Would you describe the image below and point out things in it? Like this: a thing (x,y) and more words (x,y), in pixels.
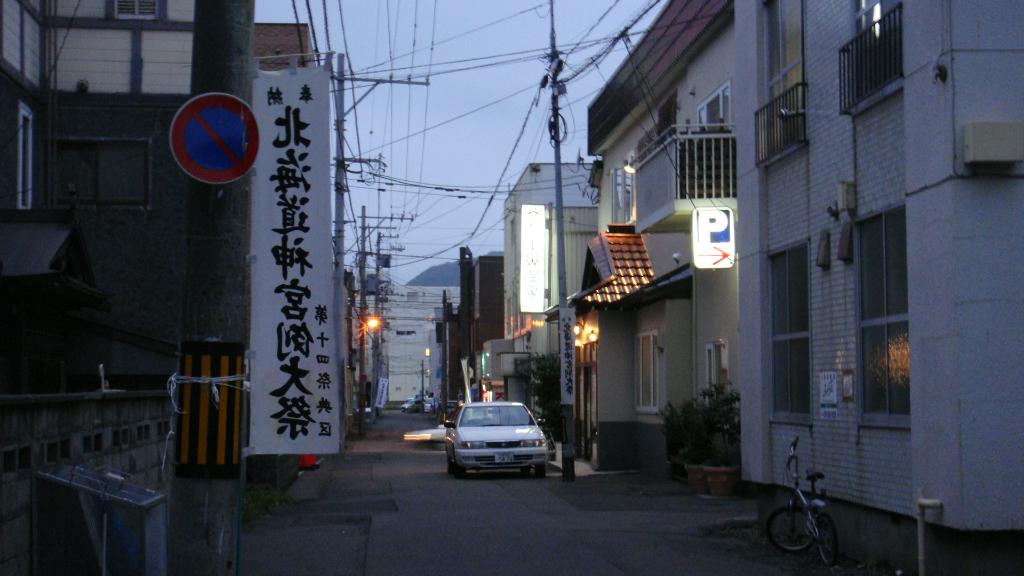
In this image we can see few houses (857,278), there are windows (769,39), grilles (796,92), plants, electric poles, wires (956,174), there is a car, and a bicycle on the road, there is a board (283,173) with text (277,255) on it, there is a sign board (224,135), there is a box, and a poster (280,199) with some text (313,259) on it, also we can see the sky (450,259).
